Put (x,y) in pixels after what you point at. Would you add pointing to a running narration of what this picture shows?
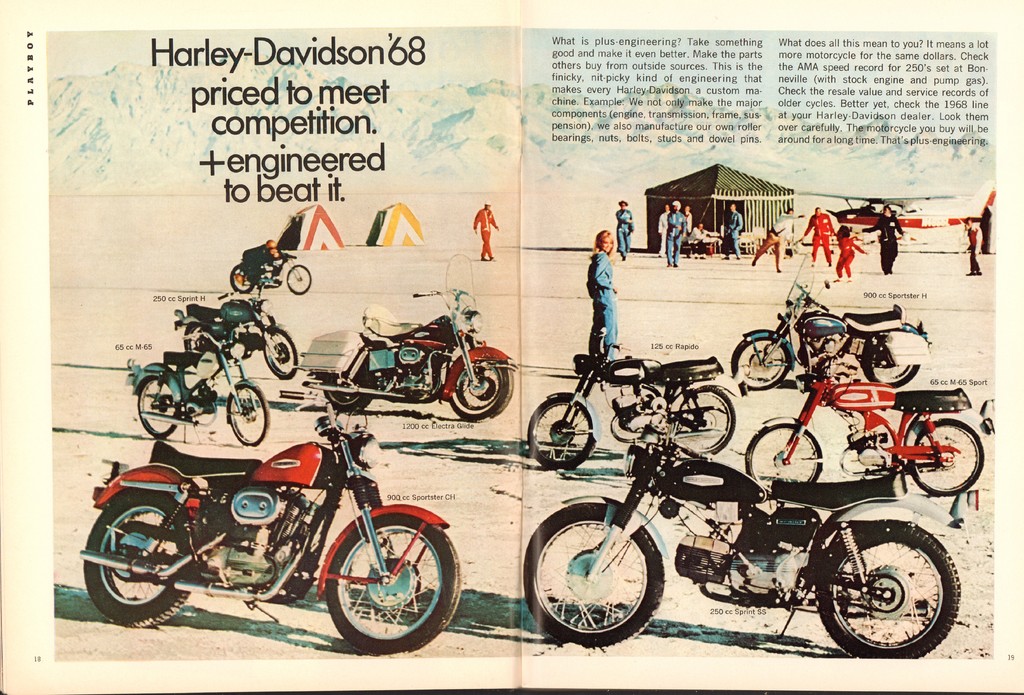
In this image there are bikes (700,407). There are people (772,237) standing on the ground (665,305). Behind them there is a tent (717,214). On the right side of the image (854,215) there is an airplane (990,195). There is some text (817,81) on the image.
